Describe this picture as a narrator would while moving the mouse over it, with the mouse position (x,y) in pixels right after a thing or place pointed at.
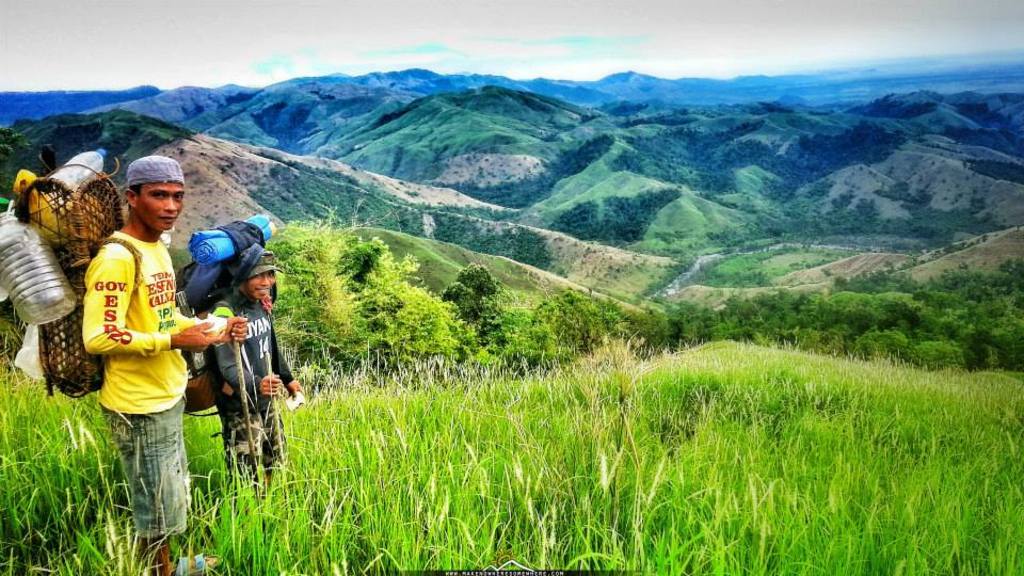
In the image on the left side (113,247) there are two men (155,262) standing and holding sticks (246,406) in their hands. And also they are carrying few objects (232,240). At the bottom of the image (624,464) there is grass (378,390). In the background (536,189) there are hills (956,161) and trees (405,297). At the top of the image (324,73) there is sky (484,73).
